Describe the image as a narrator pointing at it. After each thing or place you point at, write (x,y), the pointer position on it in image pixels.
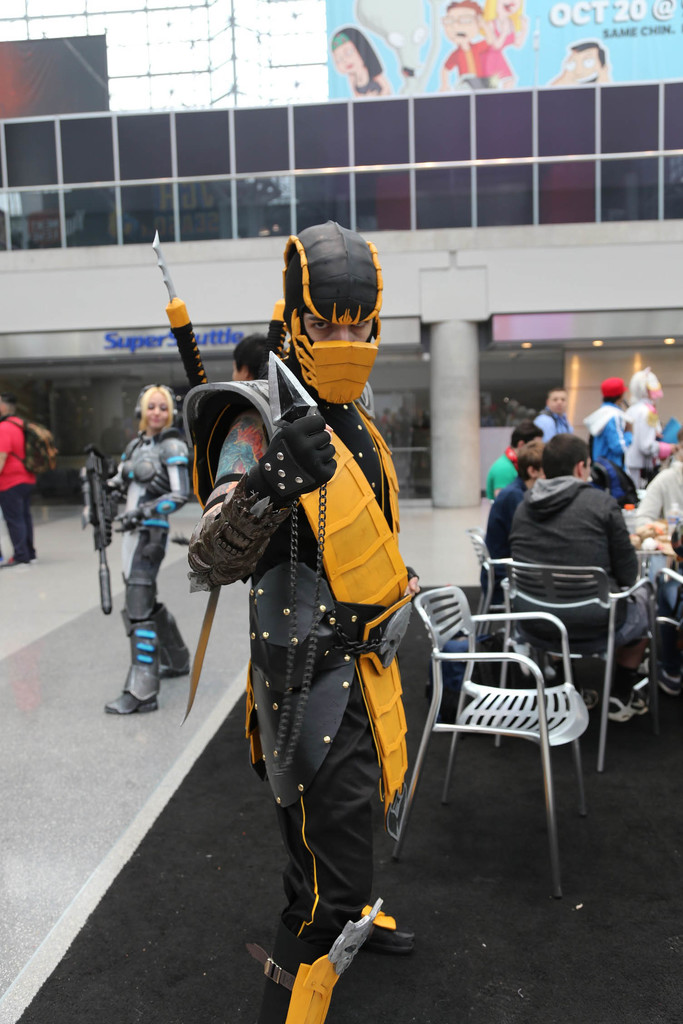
In this picture there is a inside view of the mall (334,770). In the front (334,770) there is a man (337,682) wearing black and yellow color costume dress (337,682), holding the knife (283,392) and giving a pose into the camera. Behind there is a group of persons (618,604) sitting on the table (647,557) and eating the food (644,535). In the background (243,106) there is a building (519,342) made of glass (195,141) and blue banner (478,35) on the top (657,38).
